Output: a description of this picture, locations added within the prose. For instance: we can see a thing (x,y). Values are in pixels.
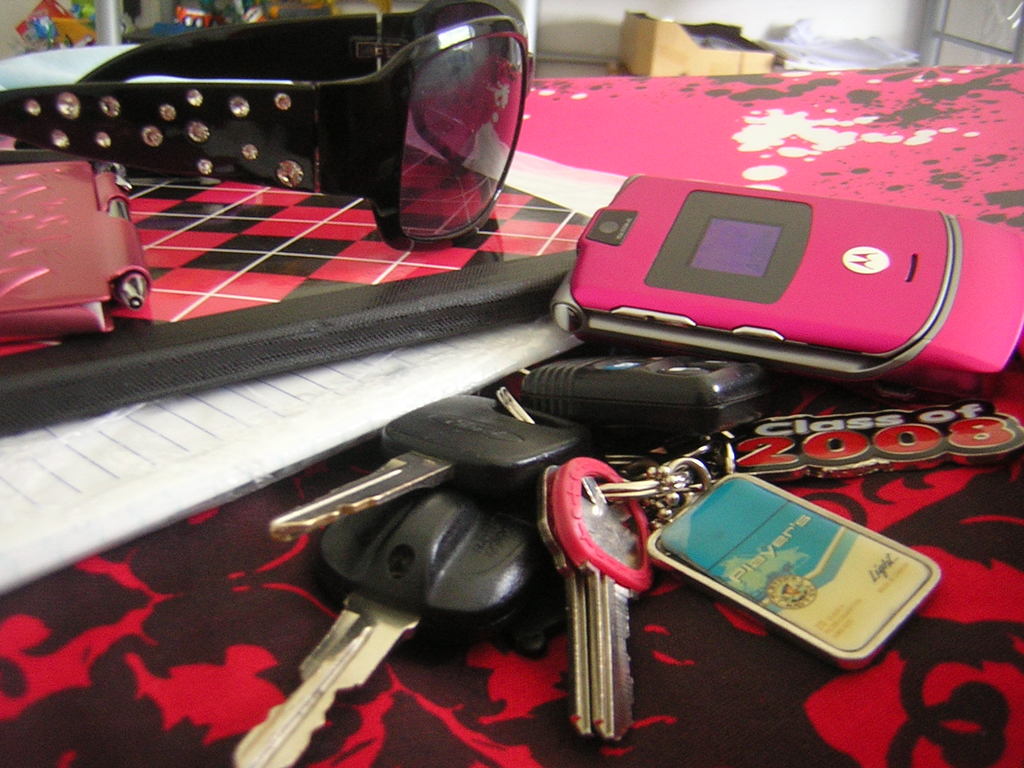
This picture shows keys (536,421), mobile (745,262) and sunglasses (71,91) and a paper (380,387) on the table (127,760) and we see a carton box (723,64) and few papers (851,39).
